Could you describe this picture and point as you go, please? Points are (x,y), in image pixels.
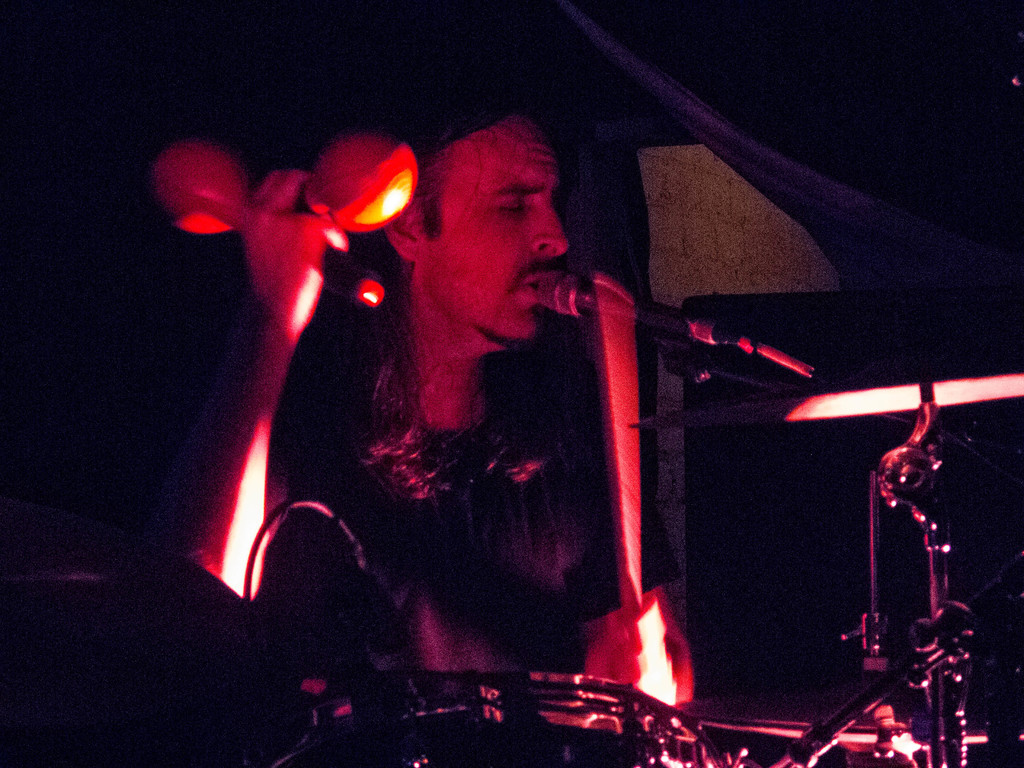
In this image we can see a person (447,546) is holding some objects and we can see a mic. Here we can see the drums (426,755) and the background of the image (204,93) is dark.
